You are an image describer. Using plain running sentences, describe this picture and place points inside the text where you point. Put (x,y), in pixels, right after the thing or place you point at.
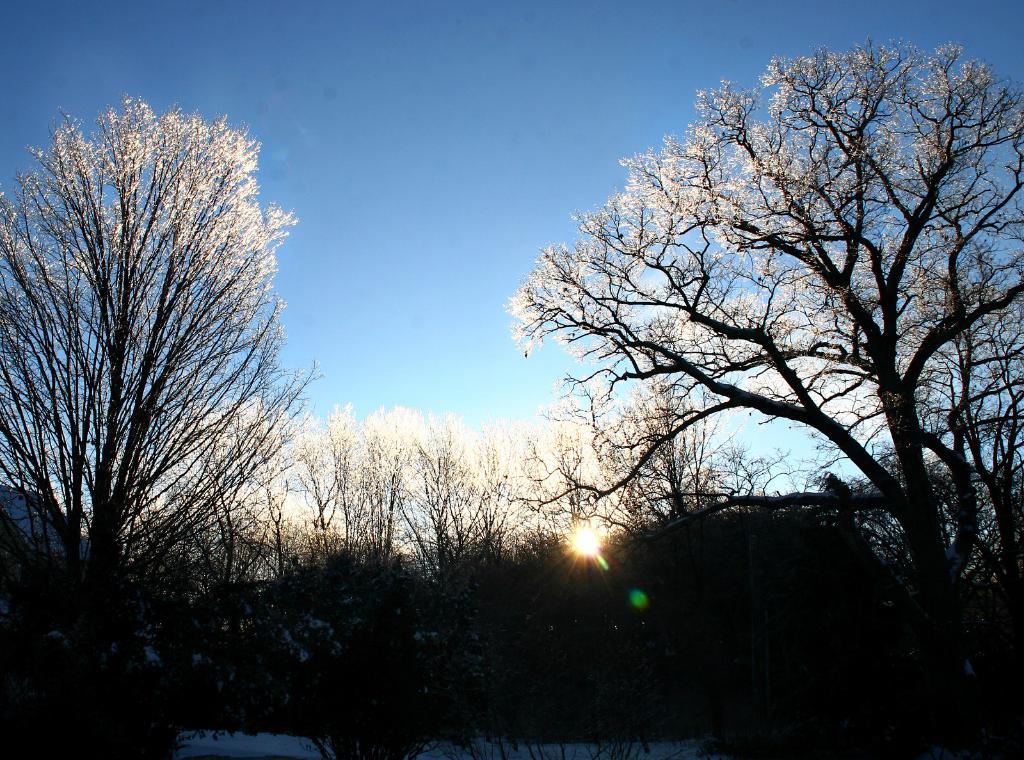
In this image we can see many trees (625,615). In the background (326,279) there is sky (841,32).
